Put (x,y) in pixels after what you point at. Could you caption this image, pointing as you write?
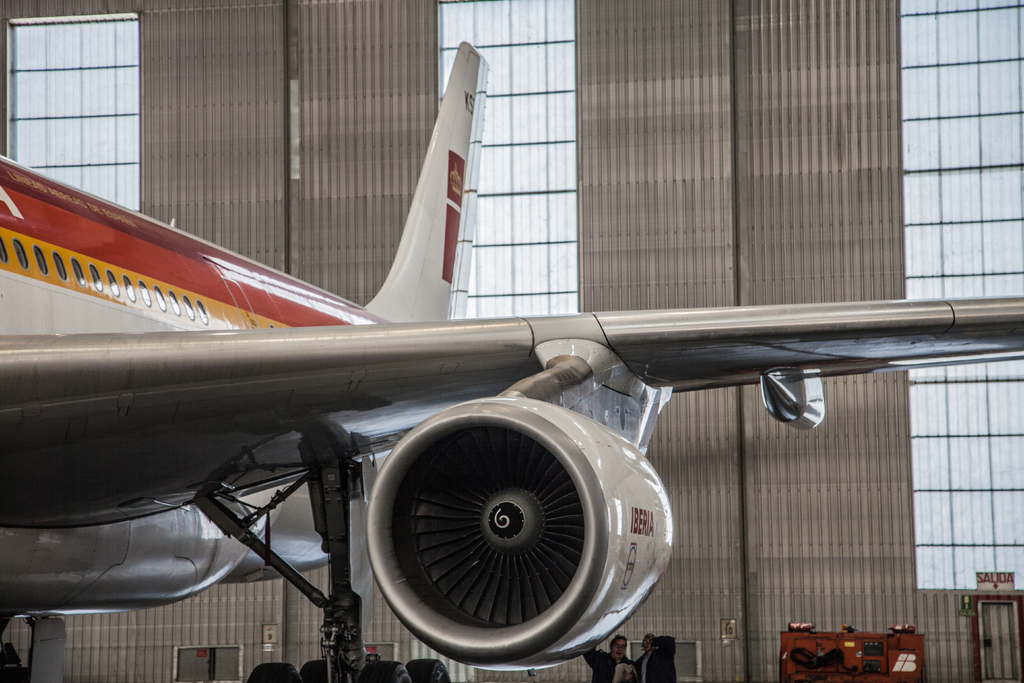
In this image in the center (378,411) there is an airplane (362,466). In the background (668,638) there are persons (634,668), there is a stand (876,668) which is red in colour. On the stand (862,663) there are objects (813,663) which are black in colour. In the background (1006,458) there are windows (993,446).
